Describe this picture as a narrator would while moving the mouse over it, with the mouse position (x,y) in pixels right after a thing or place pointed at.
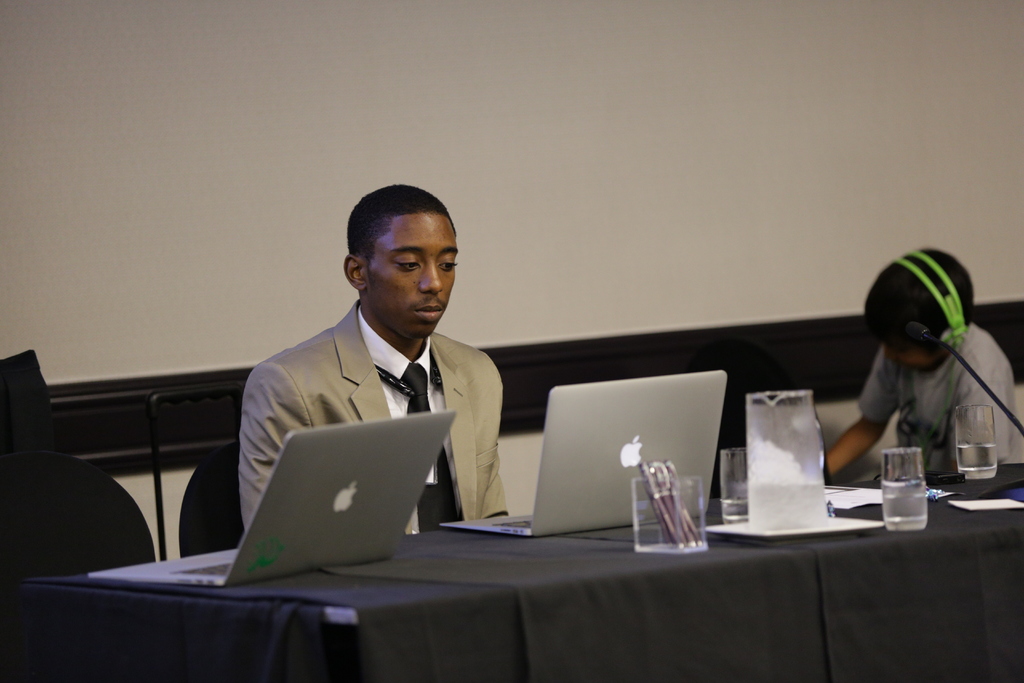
The two persons (925,440) are sitting on a chair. There is a table (942,499). There is a laptop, glass (890,477) and pen box (681,505) on a table (930,507).
